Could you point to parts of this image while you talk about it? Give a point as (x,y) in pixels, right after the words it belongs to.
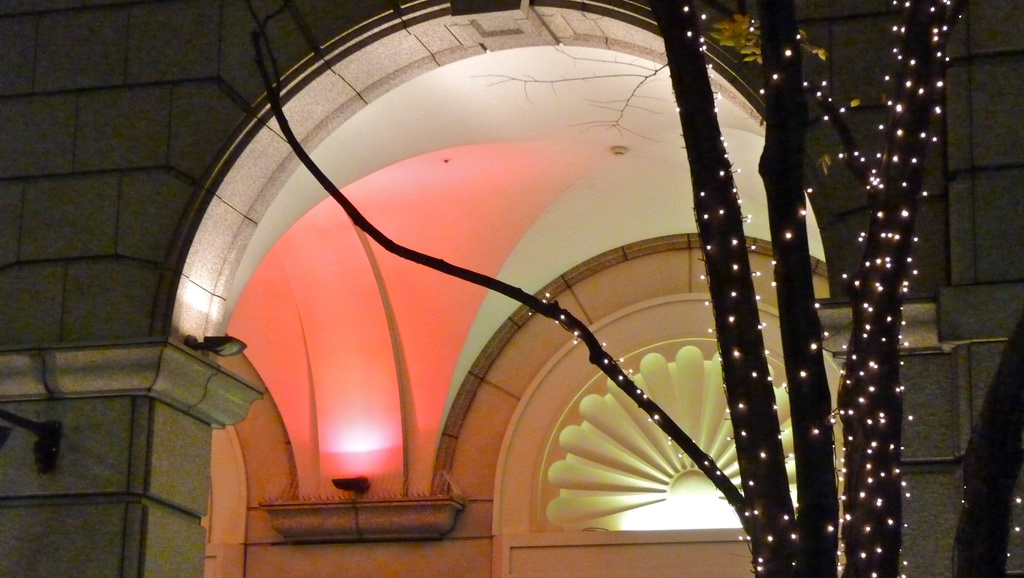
In this image we can see one building wall (156,157), one tree (901,124) decorated with lights (896,531), three colored lights (692,512) attached to the wall (635,497), two lights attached to the ceiling (323,395) and one object (16,417) attached to the wall (63,469) on the left side of the image (54,438).
